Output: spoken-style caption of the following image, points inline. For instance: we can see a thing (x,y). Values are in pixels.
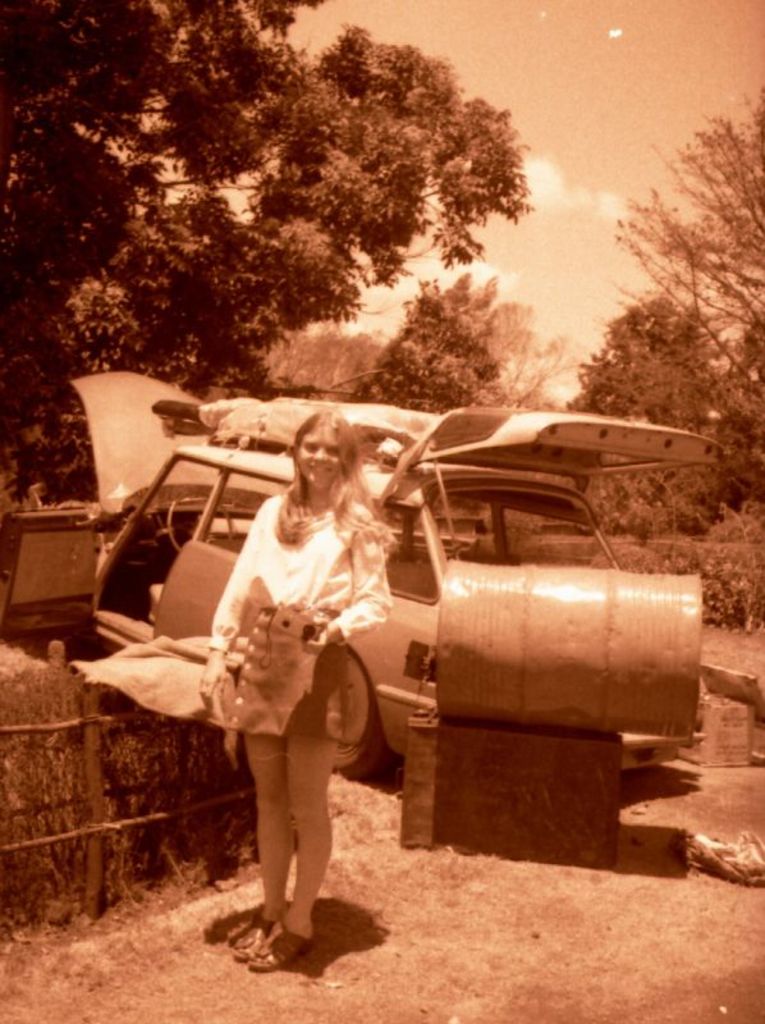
In the center of the image (322,482) there is a girl (293,774) standing. In the background of the image (346,388) there are trees (31,103). There is a car (123,485). There is a barrel (544,593). There is sky (586,76). At the bottom of the image (419,945) there is ground (148,989). There is a wooden fencing (95,865) at the left side of the image (74,792).
